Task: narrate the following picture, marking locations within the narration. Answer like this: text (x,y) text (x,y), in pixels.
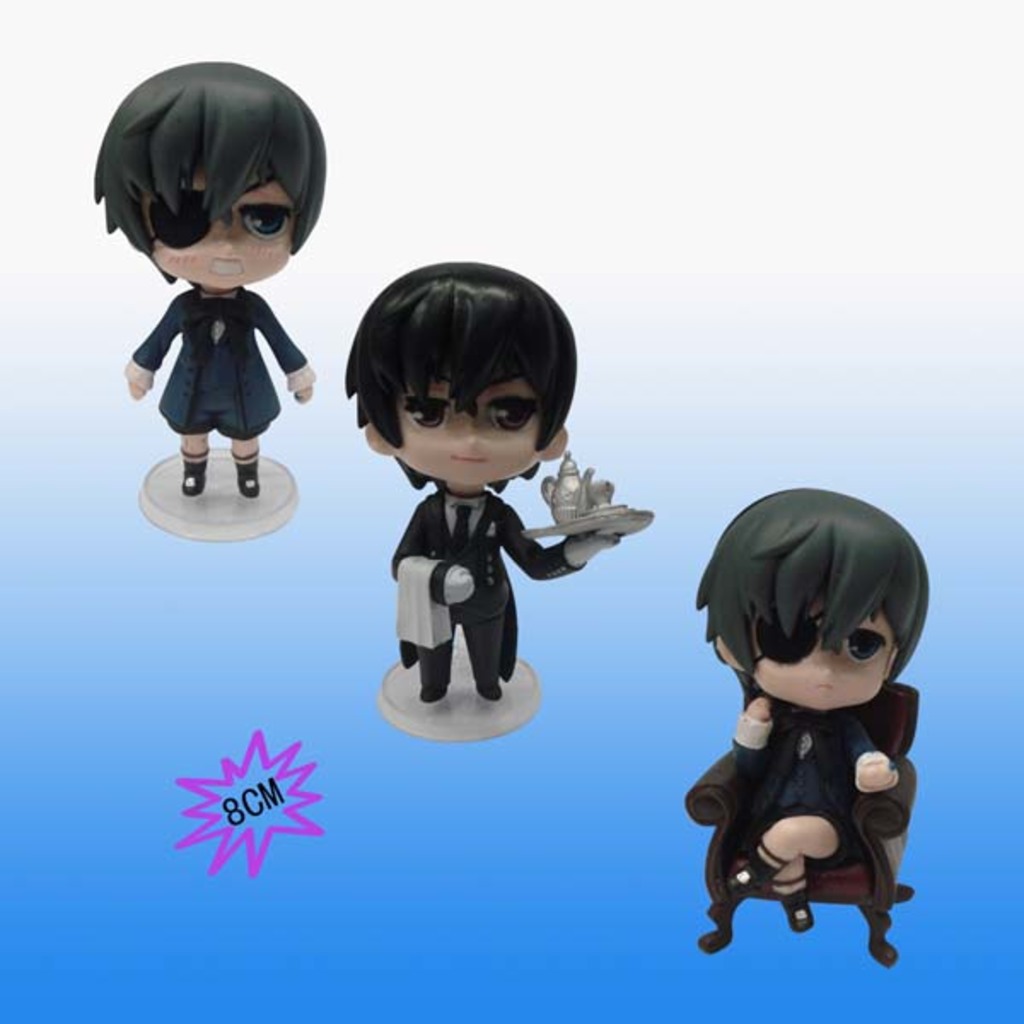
In this image we can see cartoons (426,462) and there is some text (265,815).
